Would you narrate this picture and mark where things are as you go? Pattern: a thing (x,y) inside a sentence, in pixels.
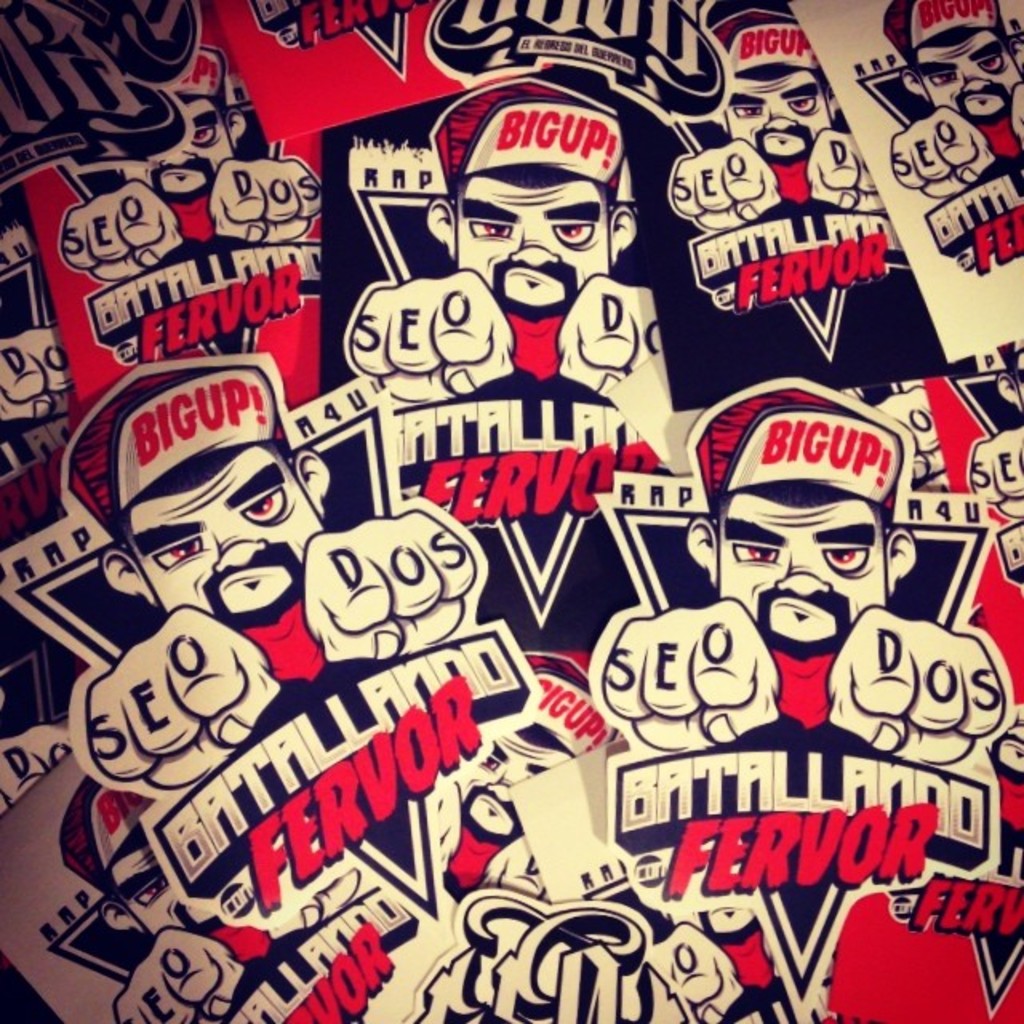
In this picture, we can see some posters (674,524) of some images (537,240) and text (26,577) on it.
